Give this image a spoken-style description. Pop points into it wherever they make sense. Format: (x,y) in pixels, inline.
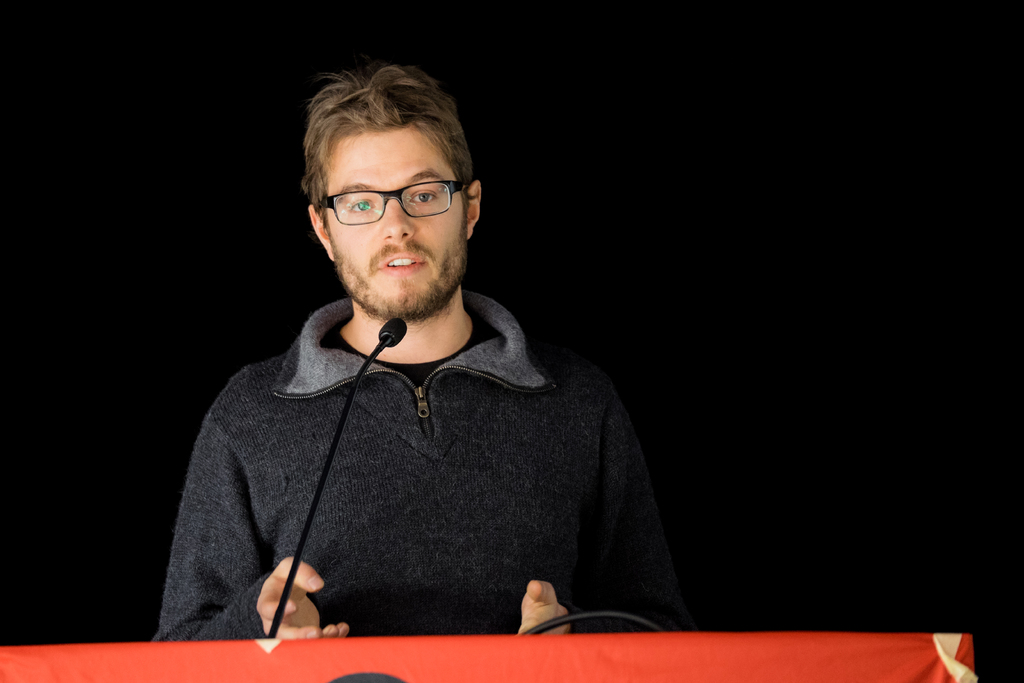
In this picture we can see a person (514,472) standing. There is a podium (582,642) and a mic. Background (83,117) is black in color.
